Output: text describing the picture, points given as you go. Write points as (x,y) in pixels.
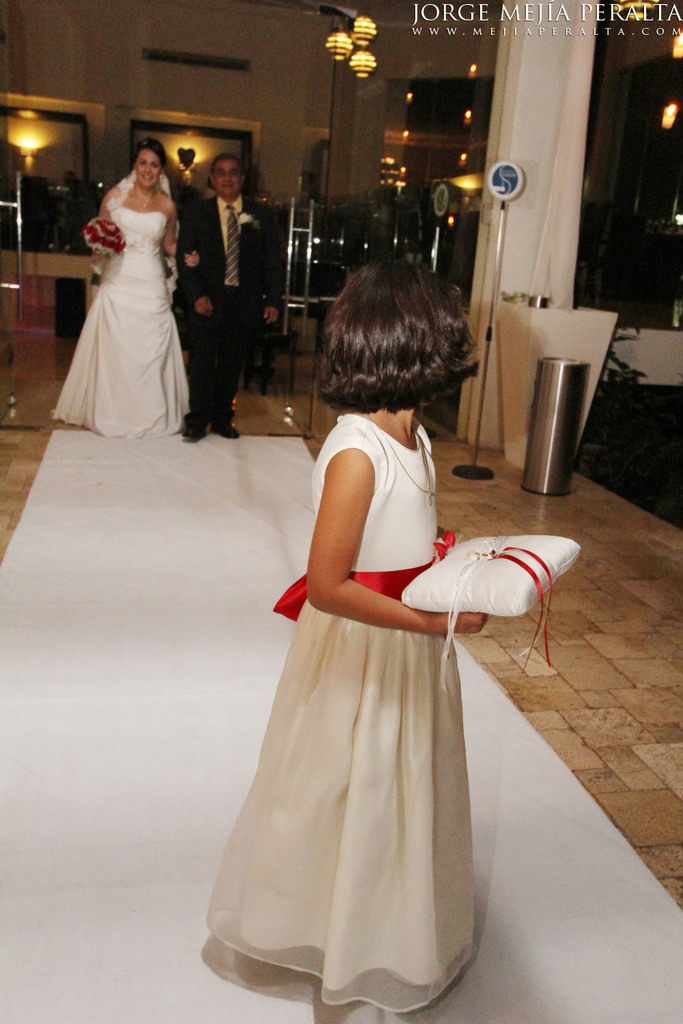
This is an inside view. In the foreground (377,714), I can see a girl (378,647) wearing white color frock (381,695) and holding a white color object (480,587) in the hands (448,617) and looking at the backwards. She is standing on the white color mat (577,969). In the background (217,302), I can see a man (215,249) and a woman (147,261) standing and smiling. The woman (144,237) is wearing a white color frock (128,299) and holding some flowers (108,249) in the hand (101,259). The man (213,235) is wearing black color suit (236,316). On the right side (538,229), I can see a pillar (533,216) and a dustbin (554,426) which is placed on the floor (551,514). At the top (364,51) there are some lights (337,54). In the background (135,64) there is a wall (150,92).
